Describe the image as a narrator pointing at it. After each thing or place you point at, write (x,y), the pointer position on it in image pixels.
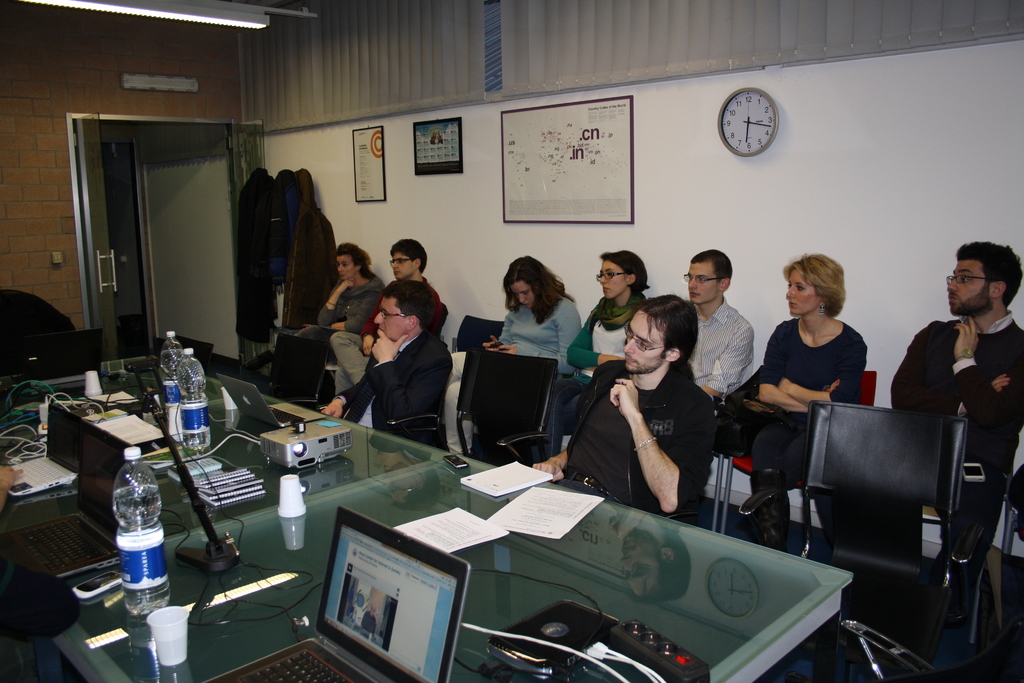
In this image I can see group of people (568,447) sitting on the chairs (857,438), in front (374,590) I can see few laptops (54,485), few bottles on the table (481,579). Background (791,211) I can see a clock (746,96) and few frames (546,186) attached to the wall (899,186) and the wall (893,175) is in white color.
